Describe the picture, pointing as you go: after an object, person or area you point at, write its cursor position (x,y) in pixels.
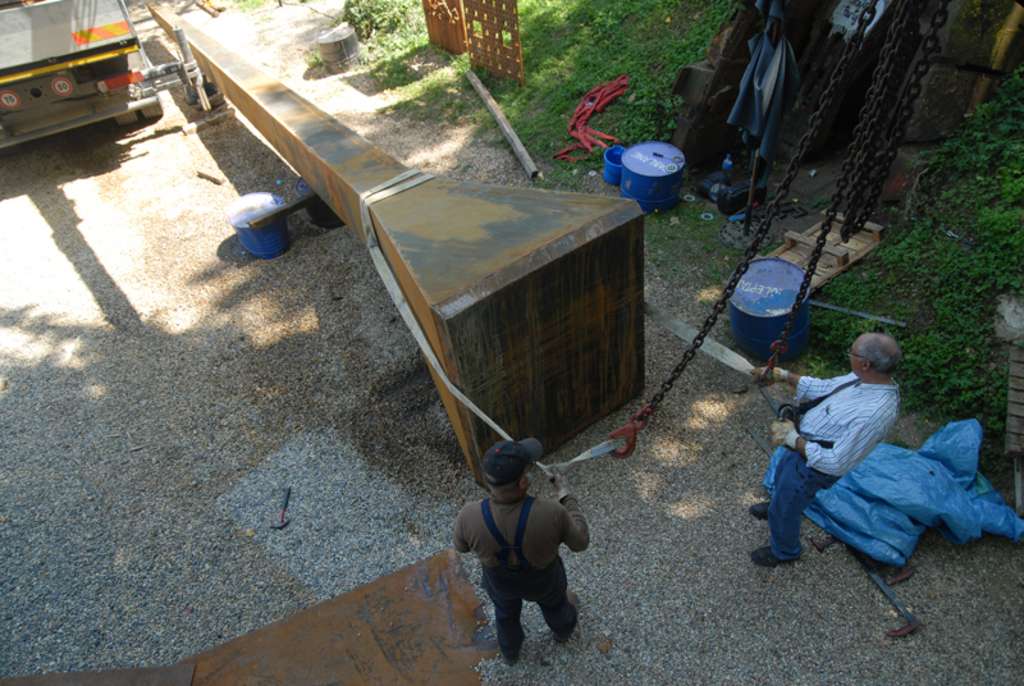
In this picture we can see two men (895,402) standing. Here we can see blue containers (661,195). Here we can see a pillar (428,184) and a thread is tied to it. These are chains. We can see tools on the floor (277,553). Here we can see grass (972,407).
